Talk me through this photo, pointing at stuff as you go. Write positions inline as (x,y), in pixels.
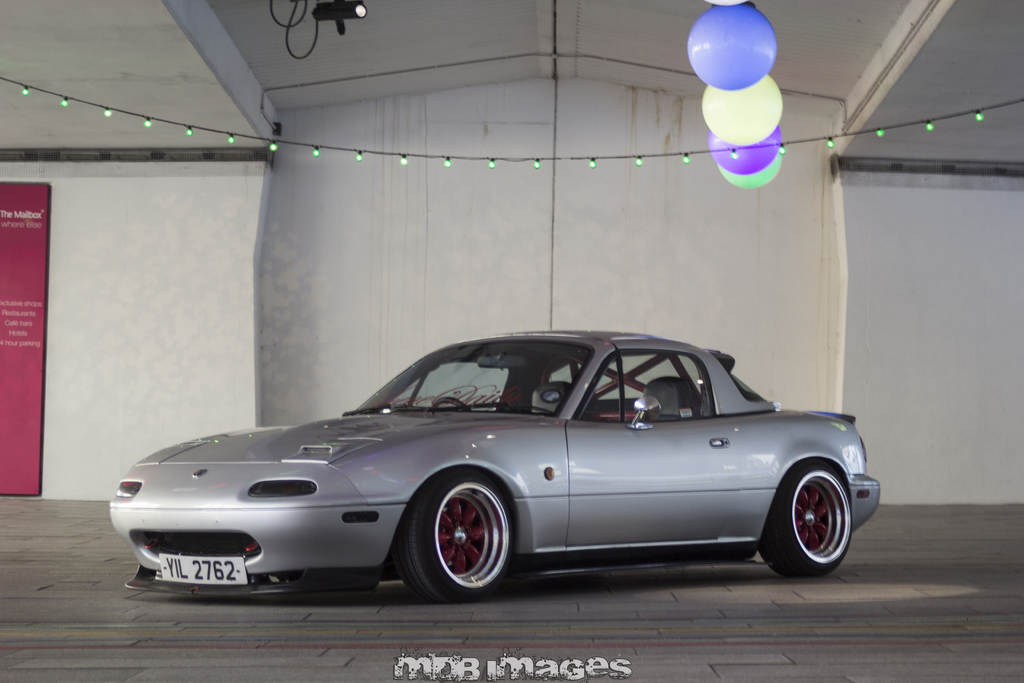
In this image, we can see a car (832,414). We can also see the ground (454,629). We can see a wall (333,219) with a poster (6,227) on it. We can also see some lights (26,89) and a few balloons (746,37).
